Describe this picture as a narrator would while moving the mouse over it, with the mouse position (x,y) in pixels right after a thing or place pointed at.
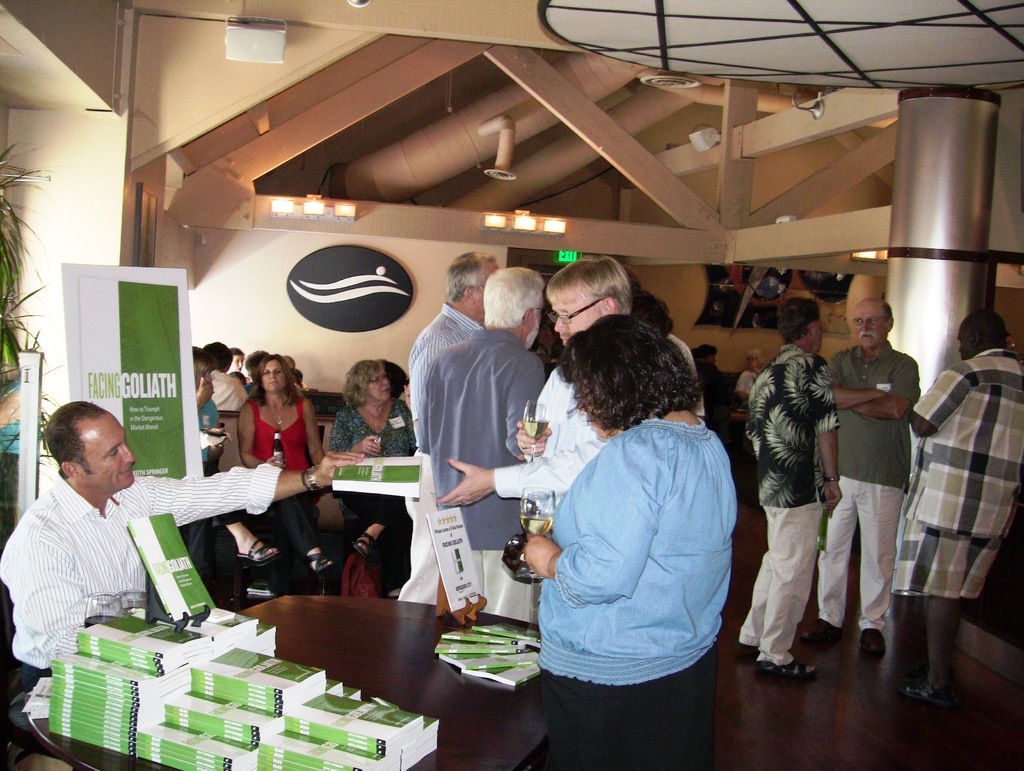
There is a room (602,112). There is a group of people (649,451). They are sitting on a chairs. Some persons (518,321) are standing. They are holding a glass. There is a table (319,613). There is a books (344,697) on a table (333,603). In the center (625,510) we have a woman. She is wearing a blue color top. She is holding glass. We can see in background (271,300) poster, wall (268,313), pillar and plant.
